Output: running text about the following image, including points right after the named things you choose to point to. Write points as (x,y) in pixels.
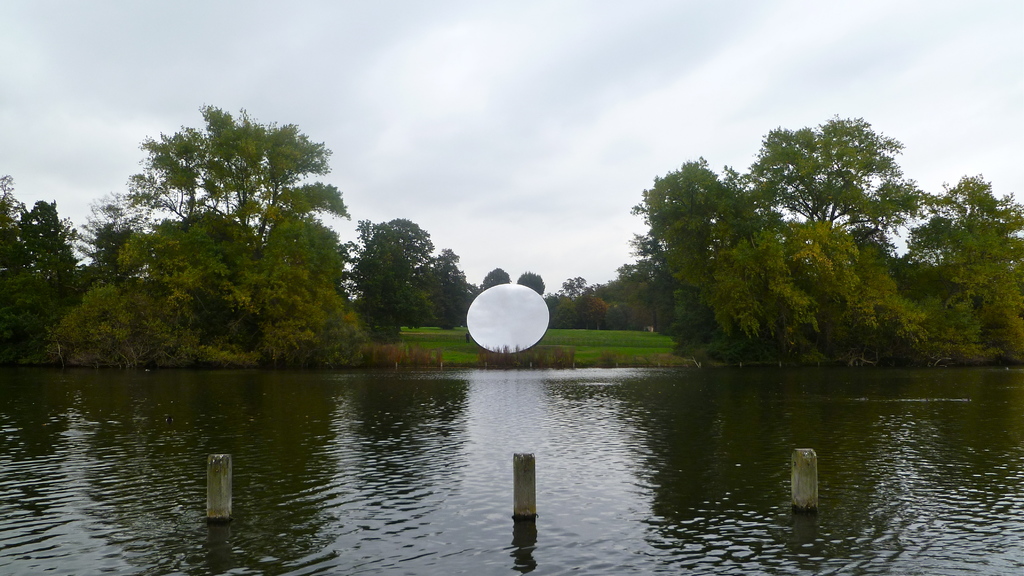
In this picture there is water (575,378) at the bottom side of the image (559,419), in which there are wooden posts (526,467) and there are trees (622,288), grassland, and a mirror disc (505,307) in the background area of the image (526,298).
